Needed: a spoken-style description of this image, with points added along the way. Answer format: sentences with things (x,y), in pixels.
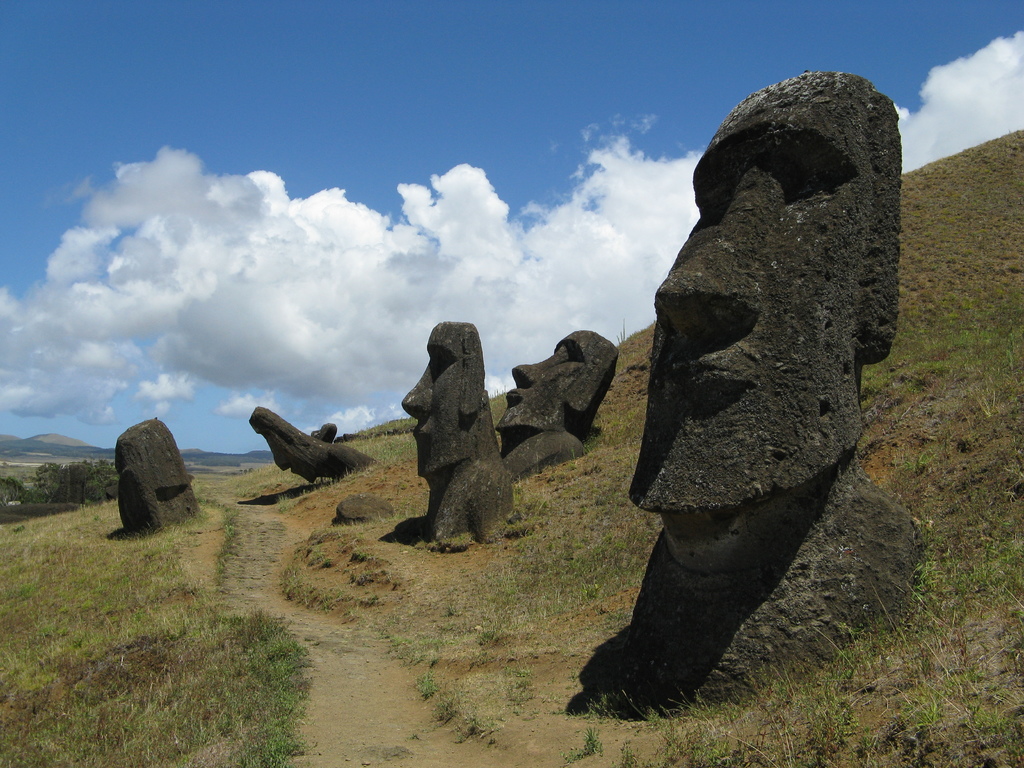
There is a path (368,651) at the bottom side of the image (324,689), it seems like statues (534,368) on the grassland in the center (450,388). There are trees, it seems like mountains (76,452) and sky (453,293) in the background area (201,420).
